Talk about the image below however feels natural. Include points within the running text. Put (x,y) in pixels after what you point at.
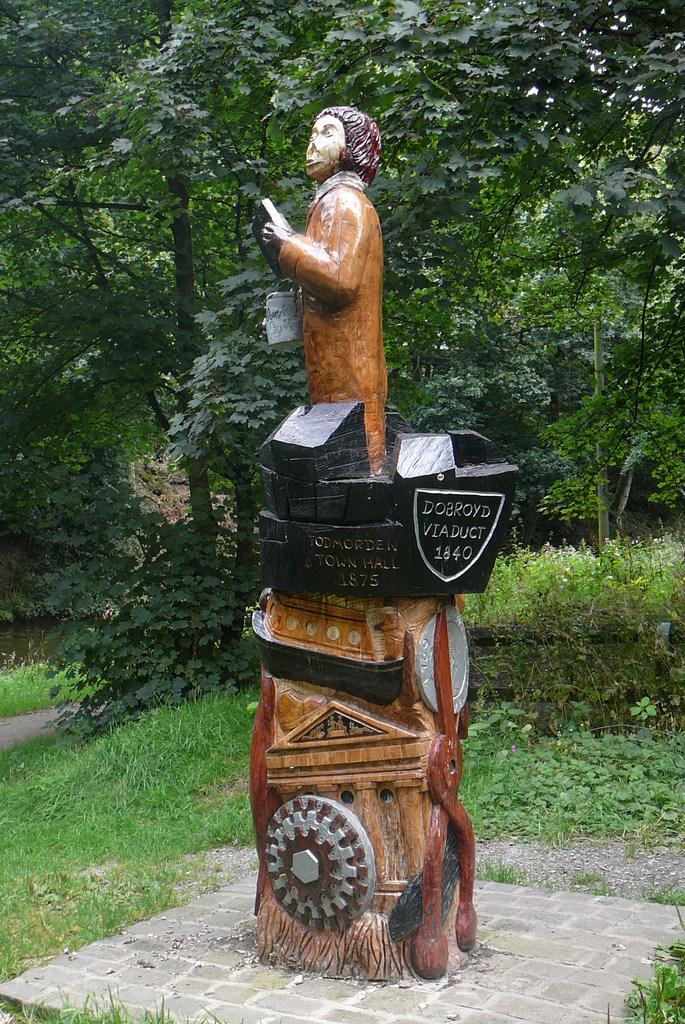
In the center of the image (296,566) there is a statue (349,591) with some text (340,558). In the background of the image (118,313) there are trees (210,286), grass (170,719), plants (523,761).
